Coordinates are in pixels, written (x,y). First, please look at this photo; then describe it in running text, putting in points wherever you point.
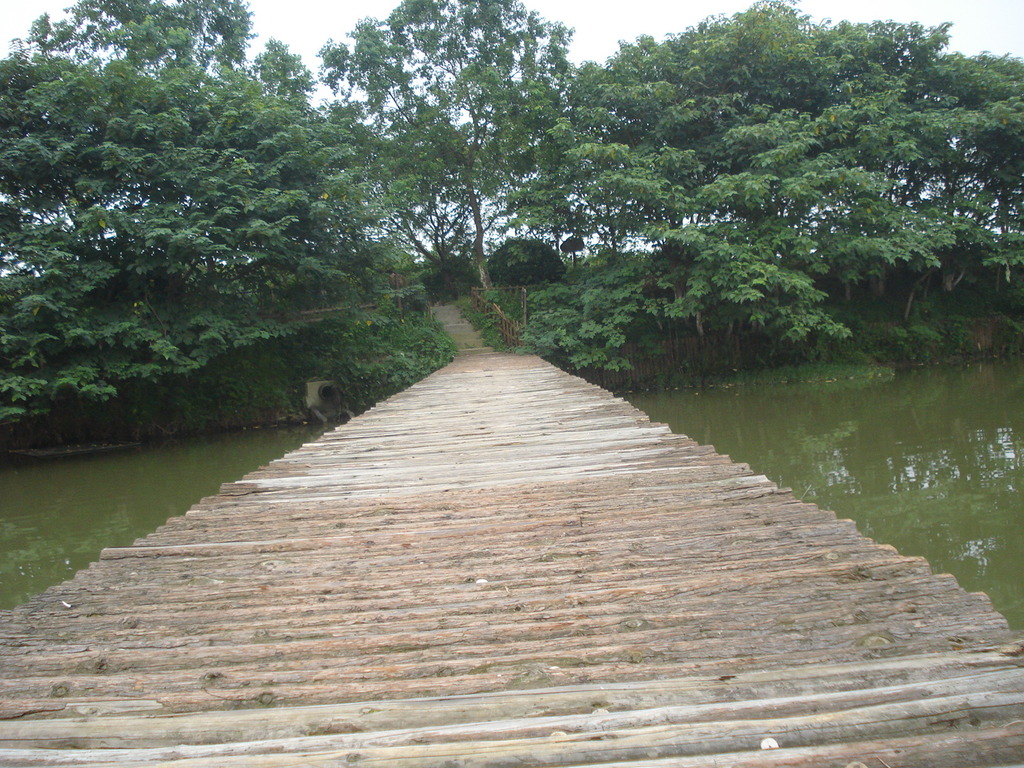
As we can see in the image there is a bridge (474,432), stairs (458,326), water (63,488) and sky (591,13).
